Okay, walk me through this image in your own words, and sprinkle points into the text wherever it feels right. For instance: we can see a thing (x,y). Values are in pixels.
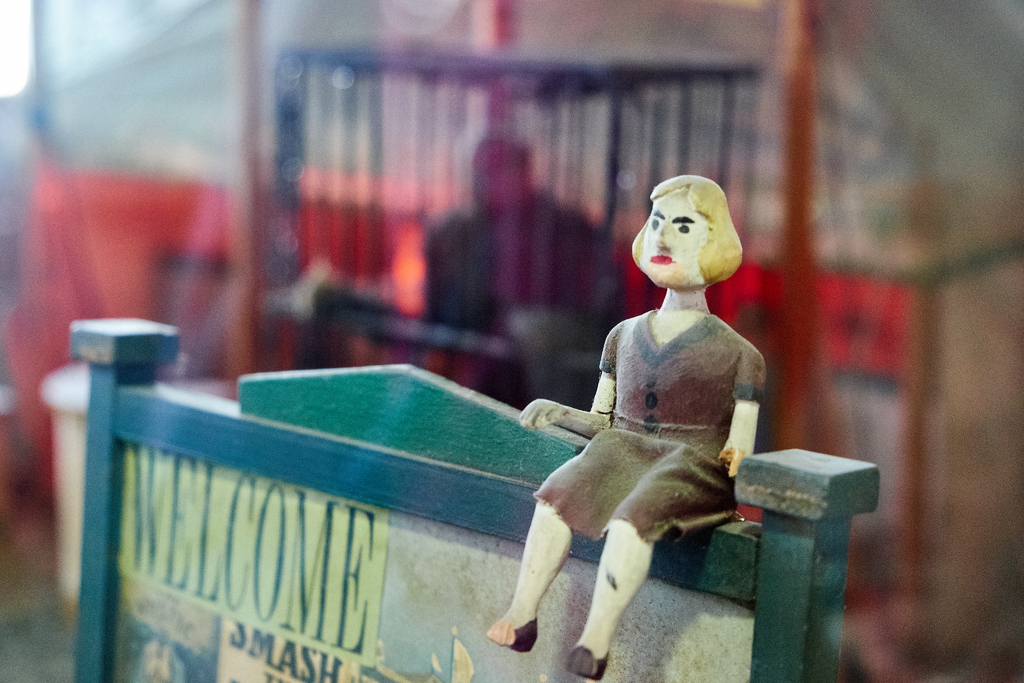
In the picture I can see a toy (605,536) is placed on the board (262,566) on which we can see some text (273,568). The background of the image (715,98) is slightly blurred, where we can see a cage (417,84).
